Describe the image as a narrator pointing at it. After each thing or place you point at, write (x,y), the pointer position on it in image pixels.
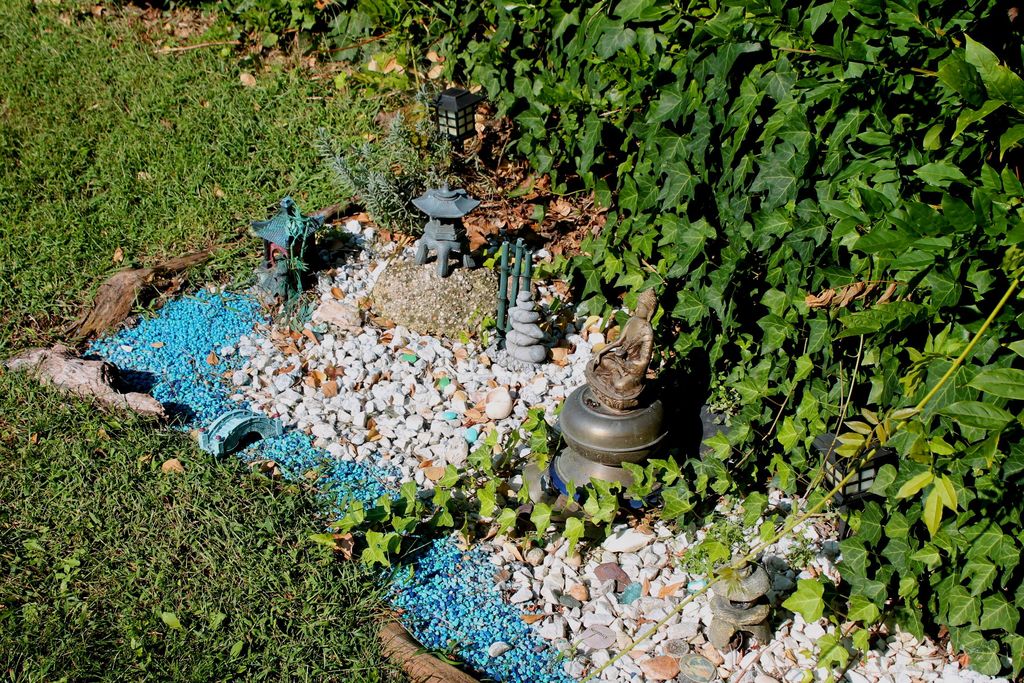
In this image we can see sculptures (440,258). At the bottom (577,598) there are stones (587,630) and grass (120,529). In the background (750,345) there are plants (801,172).
